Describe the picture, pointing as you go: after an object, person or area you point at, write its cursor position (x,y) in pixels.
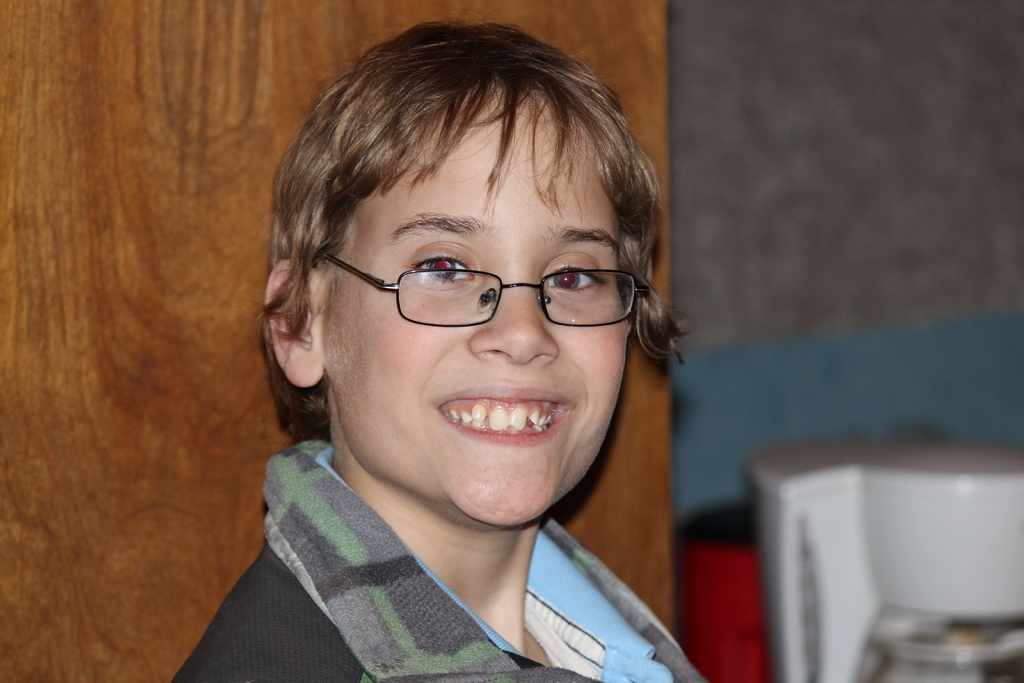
In the center of the image (500,235) there is a child (437,219) wearing spectacles (435,272). In the background (895,170) we can see wall (759,102) and some objects (822,526).
